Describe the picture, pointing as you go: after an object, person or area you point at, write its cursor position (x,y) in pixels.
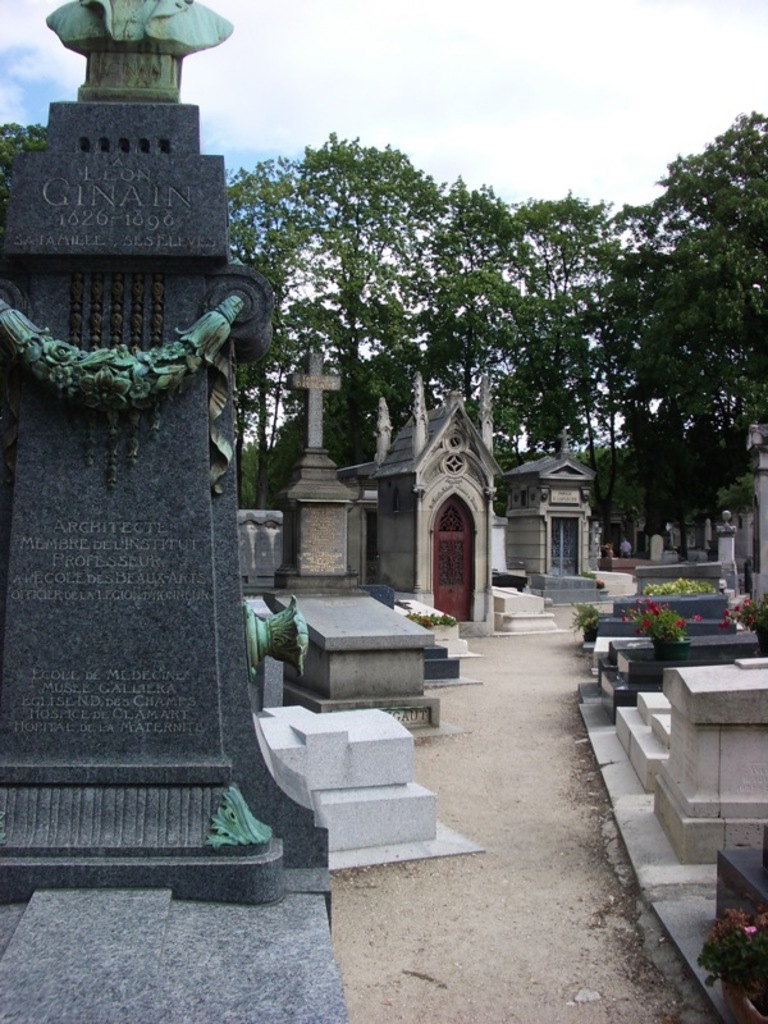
In this image we can see the view of grave yard (446,778) in which there are some headstones (377,722), gravestones (706,775) and in the background of the image (498,228) there are some trees (495,206) and cloudy sky (495,171).
